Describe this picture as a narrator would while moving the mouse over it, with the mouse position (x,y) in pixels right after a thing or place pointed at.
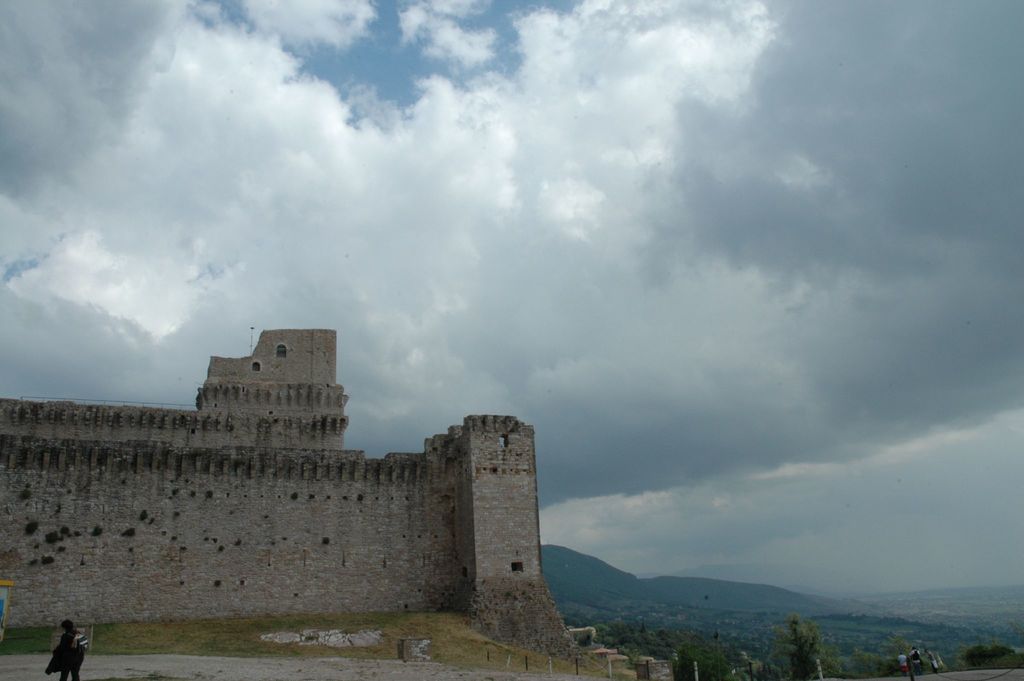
In this picture we can see a building (353,514), trees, persons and we can see sky (623,452) in the background (706,359).
